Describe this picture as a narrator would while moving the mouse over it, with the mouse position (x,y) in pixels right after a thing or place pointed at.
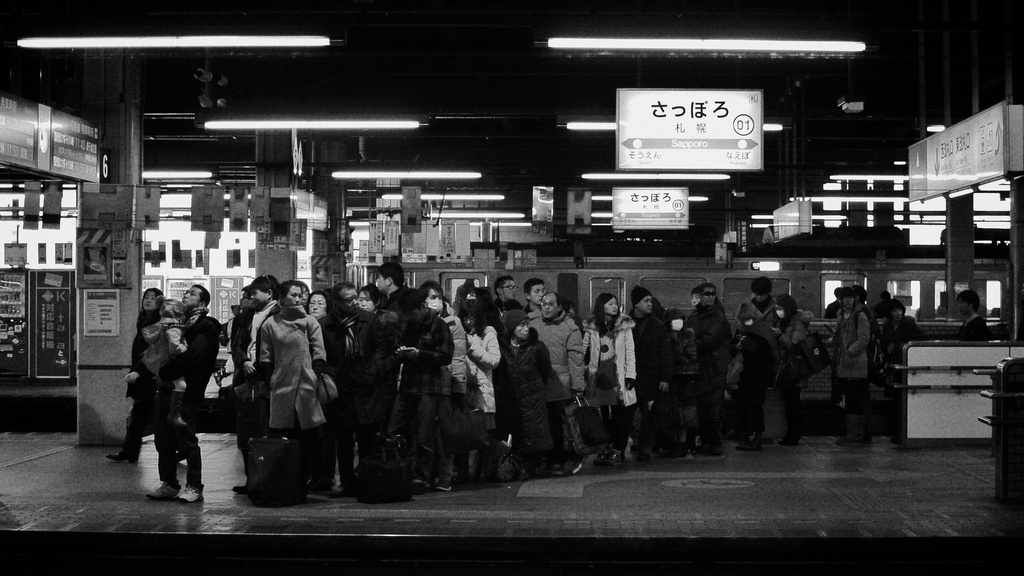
In this picture we can see group of people (384,318), behind them we can see few lights (702,199), hoardings (673,215) and a train (548,285), it is a black and white photography.
